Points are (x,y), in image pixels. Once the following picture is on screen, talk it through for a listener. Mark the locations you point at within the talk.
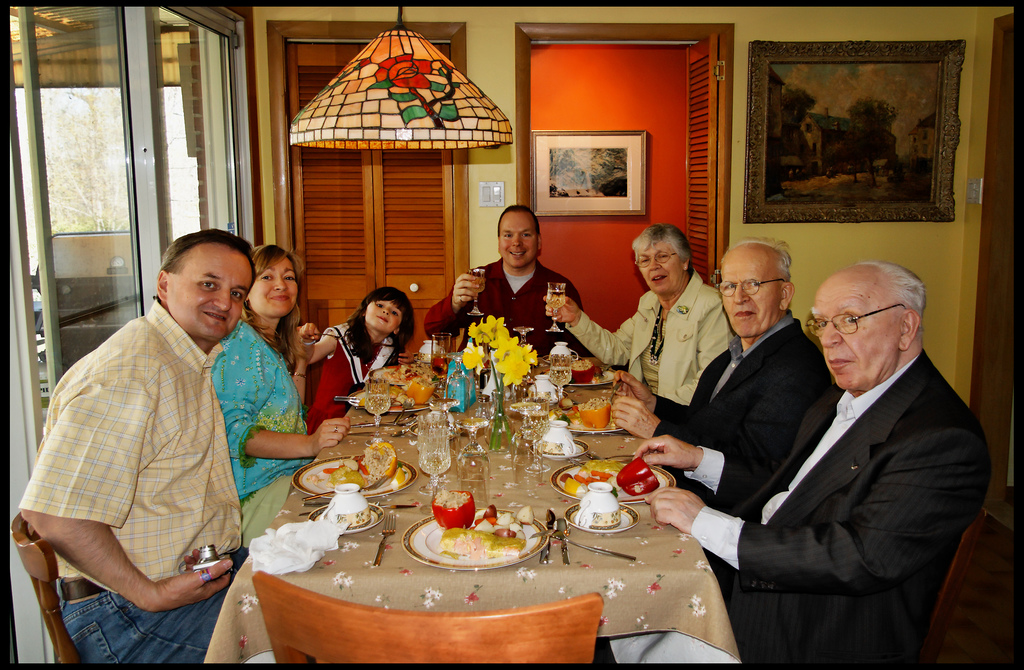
This image consists of a group of people (225,306) sitting on the chair (348,653) in front of dining table (554,547) on which plates (427,529), flower vase (498,411), glasses (432,453), spoons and food items (438,519) are kept. On the top (401,69), a chandelier (466,133) is hanged from the ceiling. In the left (203,38) a window (207,83) is visible. In the background (993,11), a wall (944,260) is visible of light yellow in color on which wall painting (744,203) is there. In the middle (636,227) a door (692,132) is visible of orange in color. This image is taken inside a dining room (378,330).
